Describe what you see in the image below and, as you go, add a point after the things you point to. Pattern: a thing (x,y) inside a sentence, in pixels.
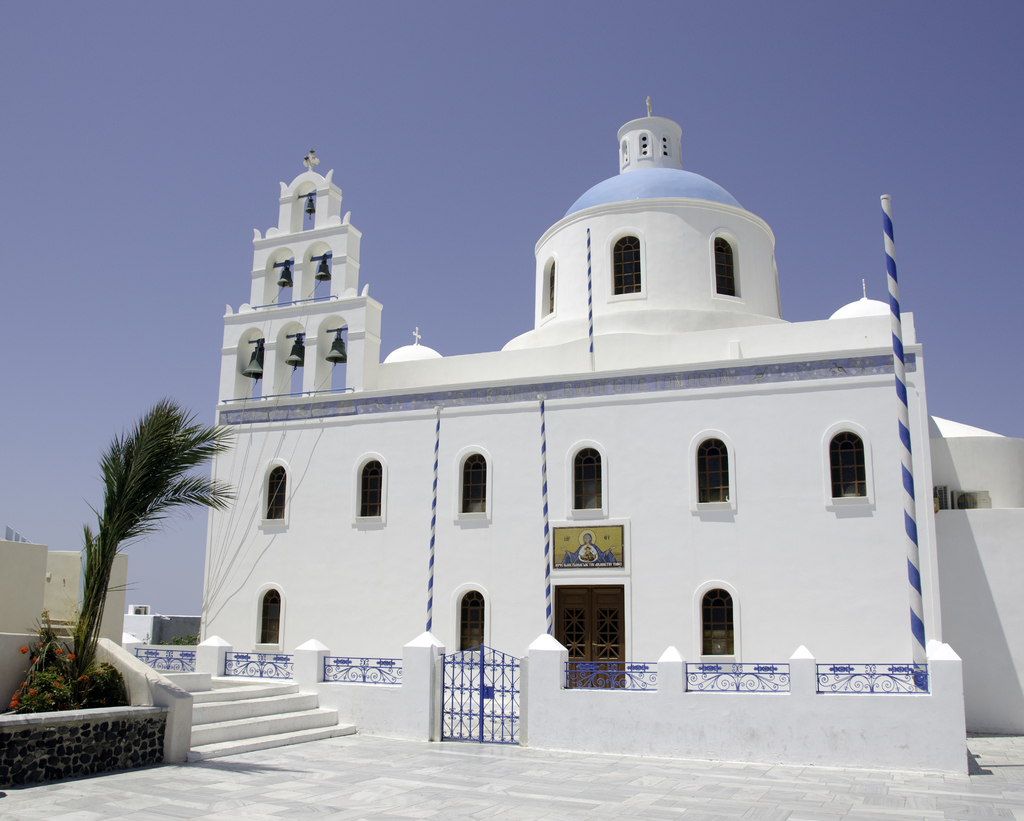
In this picture which look like a church (330,571). On the left (113,562) I can see the stairs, plants (40,686), trees (98,630) and wall (61,608). At the bottom (505,698) there is a gate (479,686). Beside that I can see the fencing (652,686) on the wall (554,739). In the back (731,596) I can see the windows (730,616) and door (614,645). At the top (353,61) I can see the sky (360,68).
